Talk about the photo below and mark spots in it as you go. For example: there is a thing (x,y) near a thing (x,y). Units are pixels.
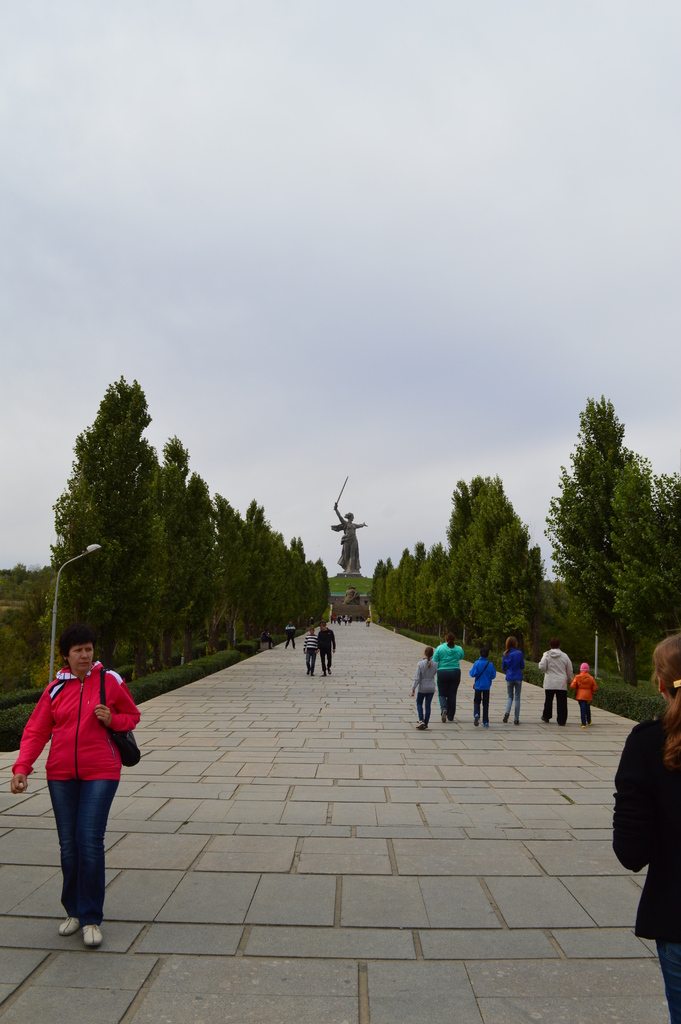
In this image we can see a statue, street poles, street lights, persons (420,663) walking on the floor (302,720), trees (263,547), and sky (396,328) with clouds (281,236) in the background (346,250).
